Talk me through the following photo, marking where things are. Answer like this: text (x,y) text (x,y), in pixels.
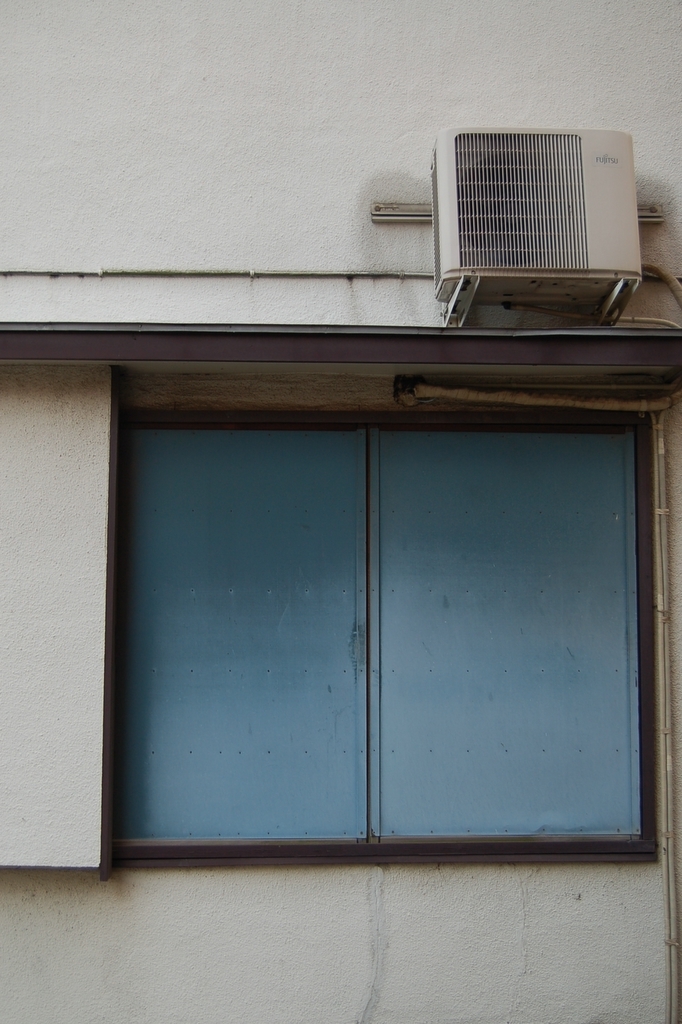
In this image I can see a window (365,735). In the background (474,214), I can see an air conditioner (479,196) on the wall (227,185).
